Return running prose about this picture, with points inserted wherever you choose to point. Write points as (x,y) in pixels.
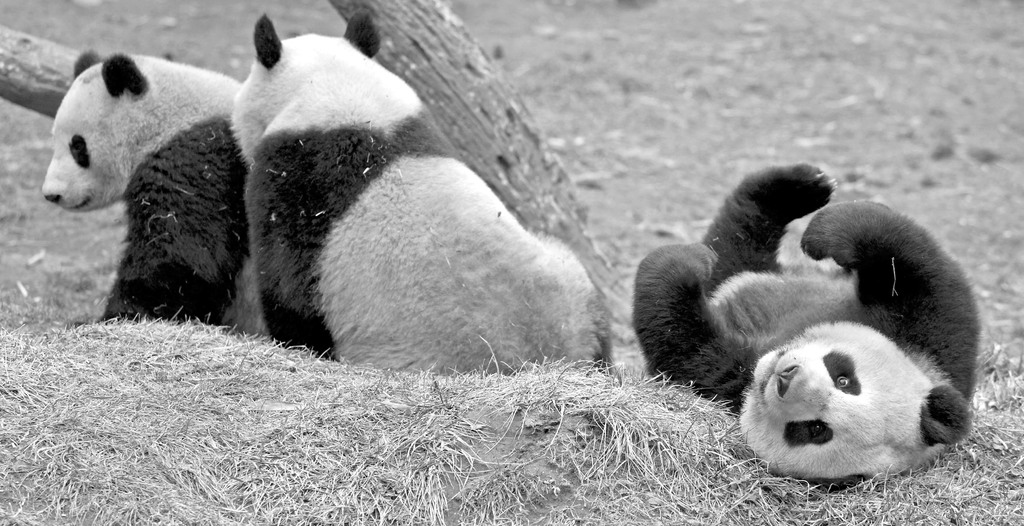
This image is a black and white image. This image is taken outdoors. At the bottom of the image (149,436) there is a ground (370,446) with grass (738,476) on it. In the background (469,98) there is a bark (407,80) of a tree (461,98). In the middle of the image (668,303) there are three pandas (419,267) on the ground (633,389).
